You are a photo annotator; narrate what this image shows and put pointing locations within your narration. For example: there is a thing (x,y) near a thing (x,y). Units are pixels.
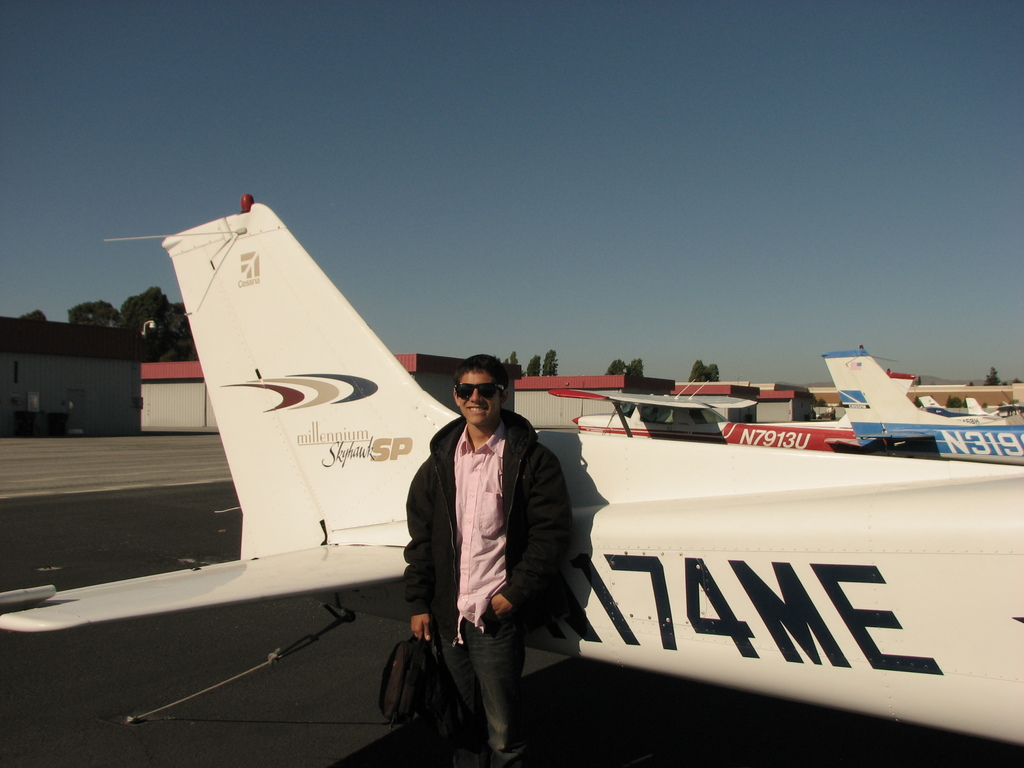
Sky (527,168) is in blue color. Here we can see planes (648,469), buildings (562,380) and trees (151,310). In-front of this plane (576,492) there is a person (480,496). This person (483,508) is holding a bag (439,637).
